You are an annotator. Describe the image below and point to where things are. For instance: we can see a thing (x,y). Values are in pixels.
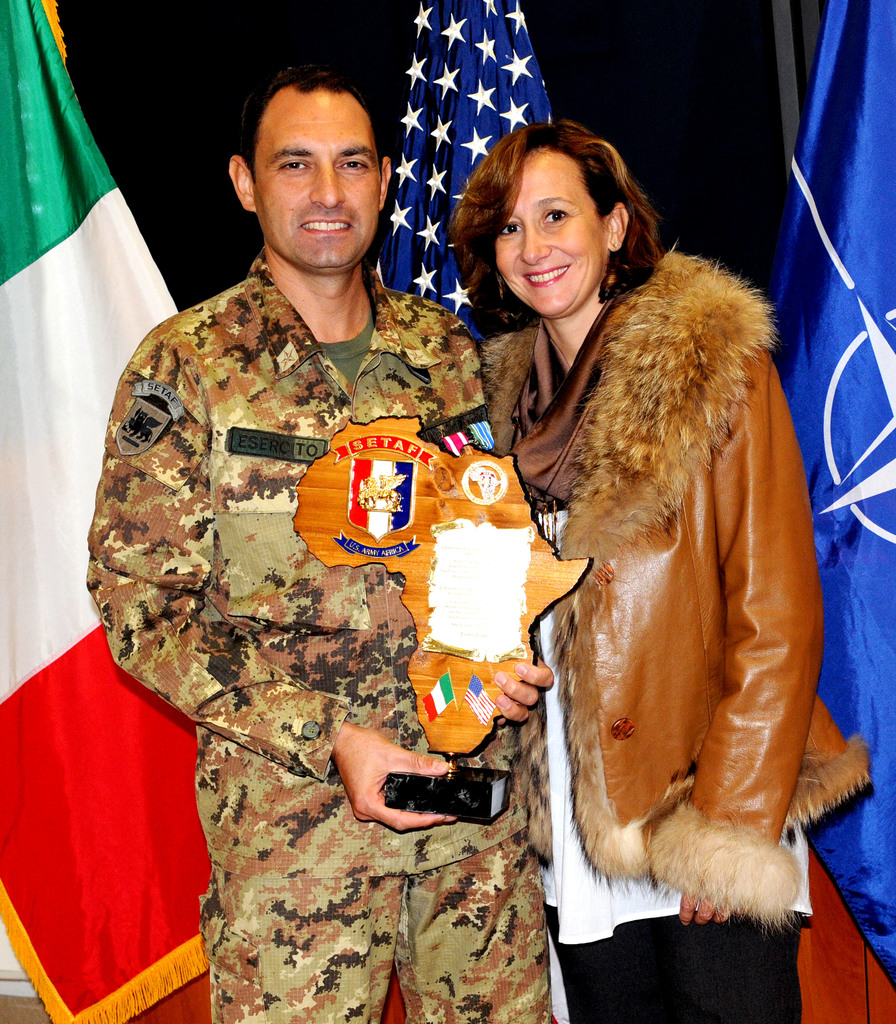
In this picture we can see a man (200,707) and a woman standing and smiling. This man (363,606) is holding an award (365,527) in his hand (387,784). There are colorful flags (820,139) at the back (858,148). Background (147,194) is black in color.
